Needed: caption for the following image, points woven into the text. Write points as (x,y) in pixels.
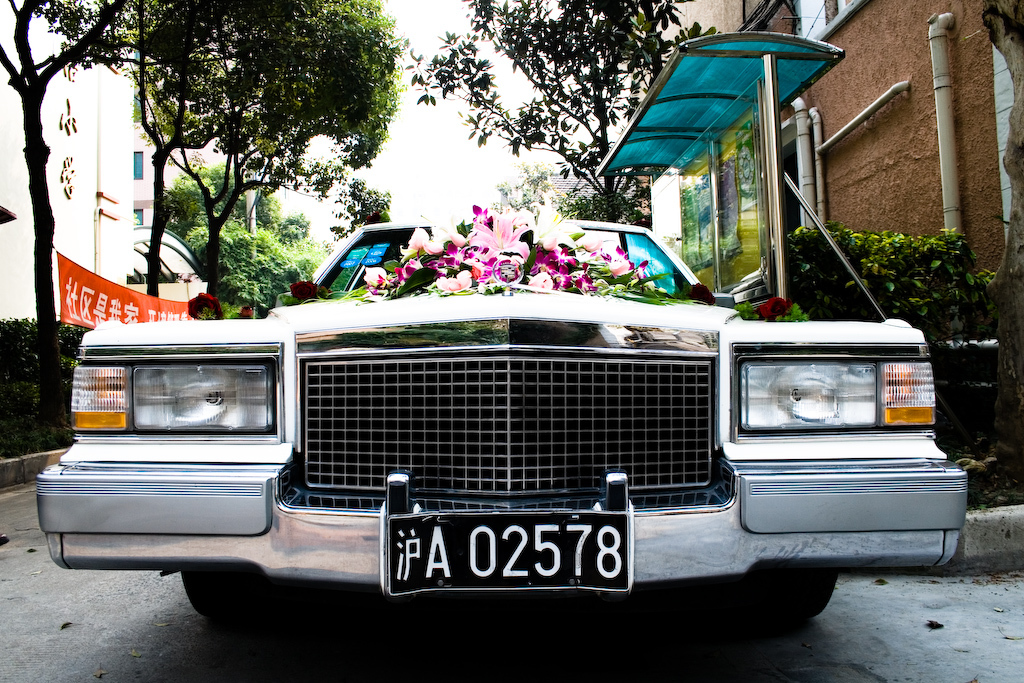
In this image there is a car (458,306) parked, on the bonnet (458,306) of the car (448,303) there are a few flowers (573,290) placed, in the background of the image (126,149) there are trees (260,167) and buildings (651,208).
